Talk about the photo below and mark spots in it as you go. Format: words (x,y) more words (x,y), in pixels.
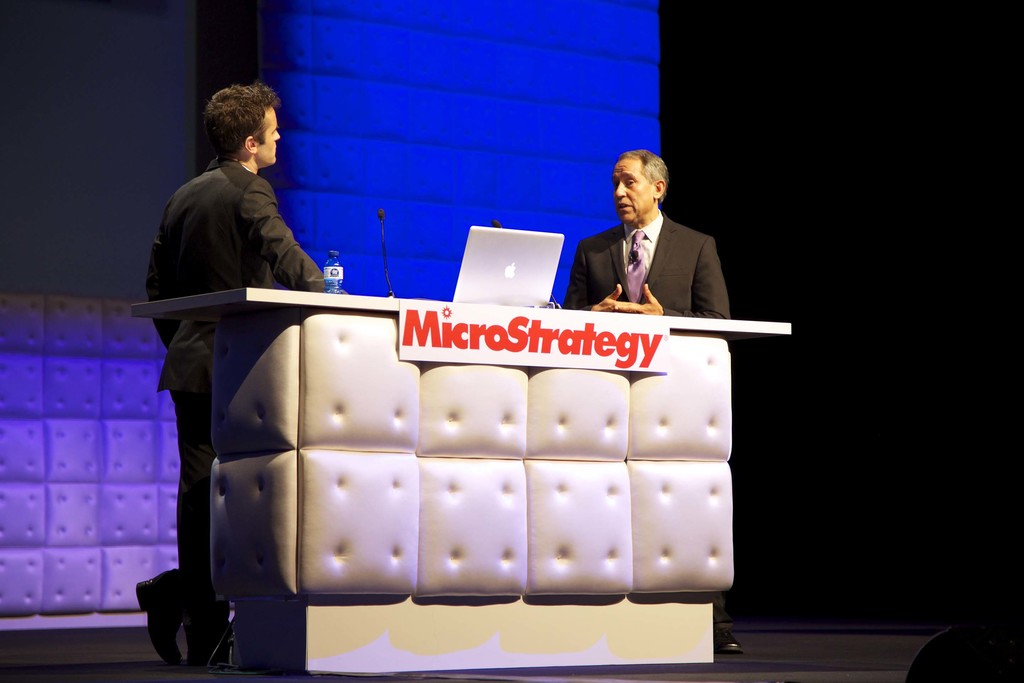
In this image there are two persons (667,180) standing in front of the table (362,320). On the table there is a laptop (477,265), water bottle (336,266) and mics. In the background (307,90) there is a wall (623,111).
